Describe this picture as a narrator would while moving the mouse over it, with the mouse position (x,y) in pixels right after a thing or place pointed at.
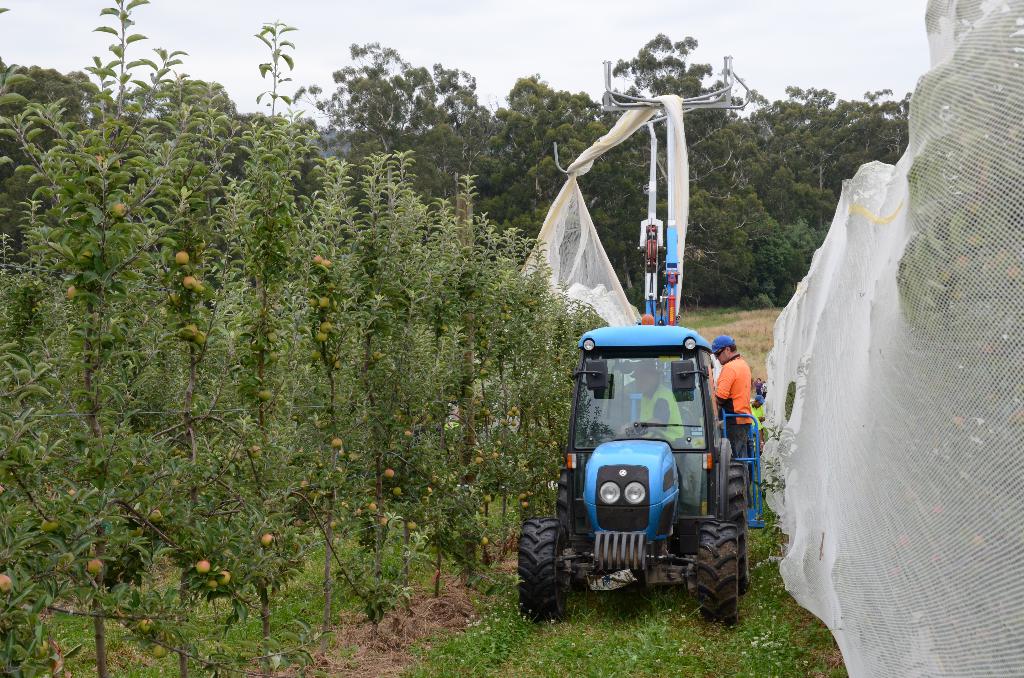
On the left side (159,523), there are plants (205,369) having fruits (157,521) and grass (317,626) on the ground (313,623). In the middle (658,445), there is a vehicle (673,385) on the grass (652,623) on the ground (652,643). On the right side (934,411), there is white color net (952,397). In the background (827,209), there are trees (840,133) and grass (755,317) on the ground (771,315) and there are clouds (419,3) in the sky (314,10).
